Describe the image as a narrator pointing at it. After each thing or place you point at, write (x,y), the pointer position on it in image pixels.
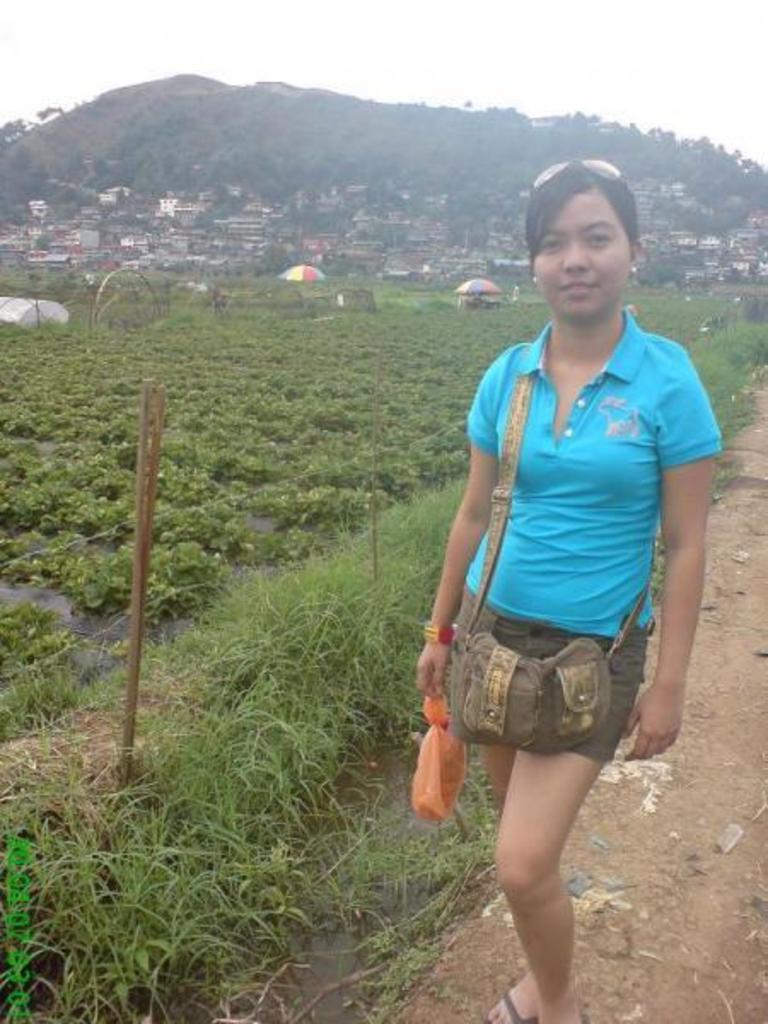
In this picture I can see there is a woman (668,442) standing and she is wearing a bag (466,713), holding a carry bag (424,719) in the right hand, there is some soil (766,550) to the right side (729,756) and there is grass (111,714), a fence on left side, there are few plants (222,383) on the left side (194,330). In the backdrop (69,233), there are a few buildings (84,233) and trees (262,180), there is a mountain (223,185) and the sky (367,89) is clear.
